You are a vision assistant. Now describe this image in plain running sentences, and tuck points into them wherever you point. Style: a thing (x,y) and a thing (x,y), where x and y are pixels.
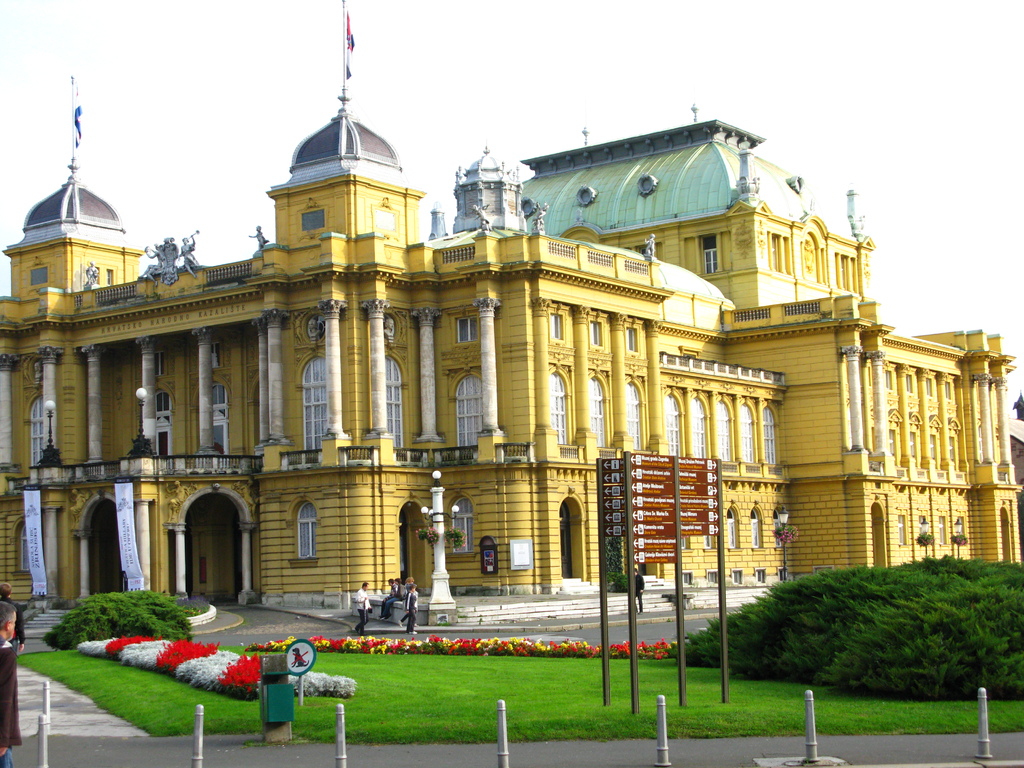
In this image, we can see a beautiful building (333,272) with some flags (78,136) on its domes (79,235) and in-front of the building (764,556) we can see some people (384,598) and in-front of the building (383,567) there is a road (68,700) and there is also some boards (640,482) in the grass (586,663).
